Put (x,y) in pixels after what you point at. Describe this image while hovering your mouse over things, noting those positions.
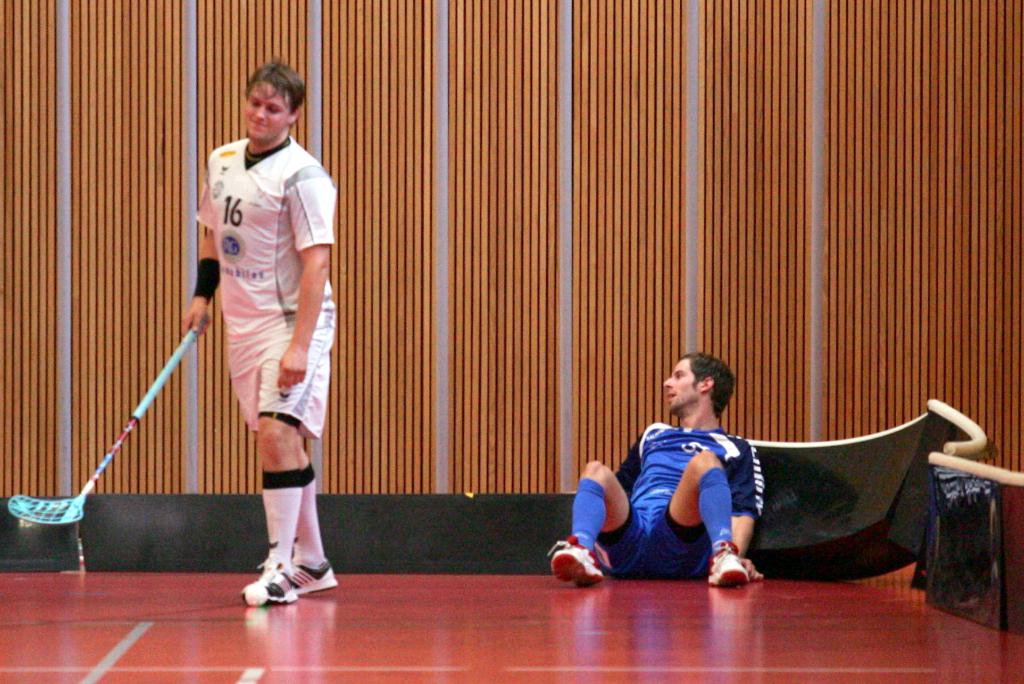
In the background (908,29) we can see the wall (805,21) and objects (819,564). In this picture we can see a man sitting on the floor (658,621). On the left side of the picture (263,178) we can see a man (249,218) holding a stick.
